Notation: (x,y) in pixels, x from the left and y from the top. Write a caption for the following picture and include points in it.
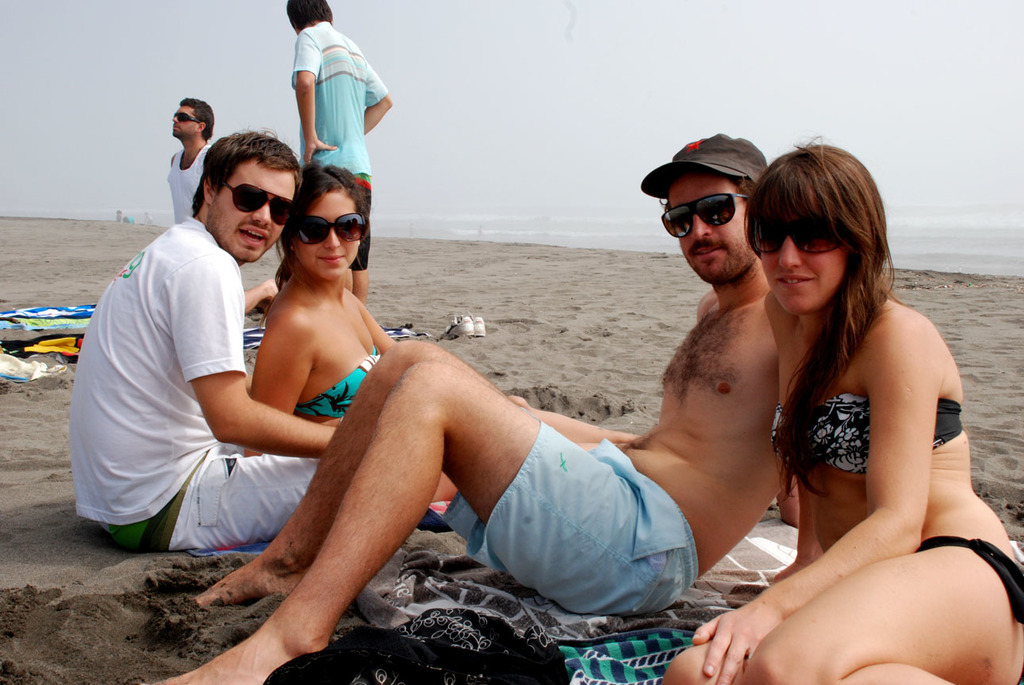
Here we can see two men (383,390) and two women (263,352) sitting on a cloth (365,645) on the sand (46,283). In the background (301,65) a person (327,164) is standing and another person (176,196) is standing on his knees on the sand (24,271) and we can see clothes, shoes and water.
